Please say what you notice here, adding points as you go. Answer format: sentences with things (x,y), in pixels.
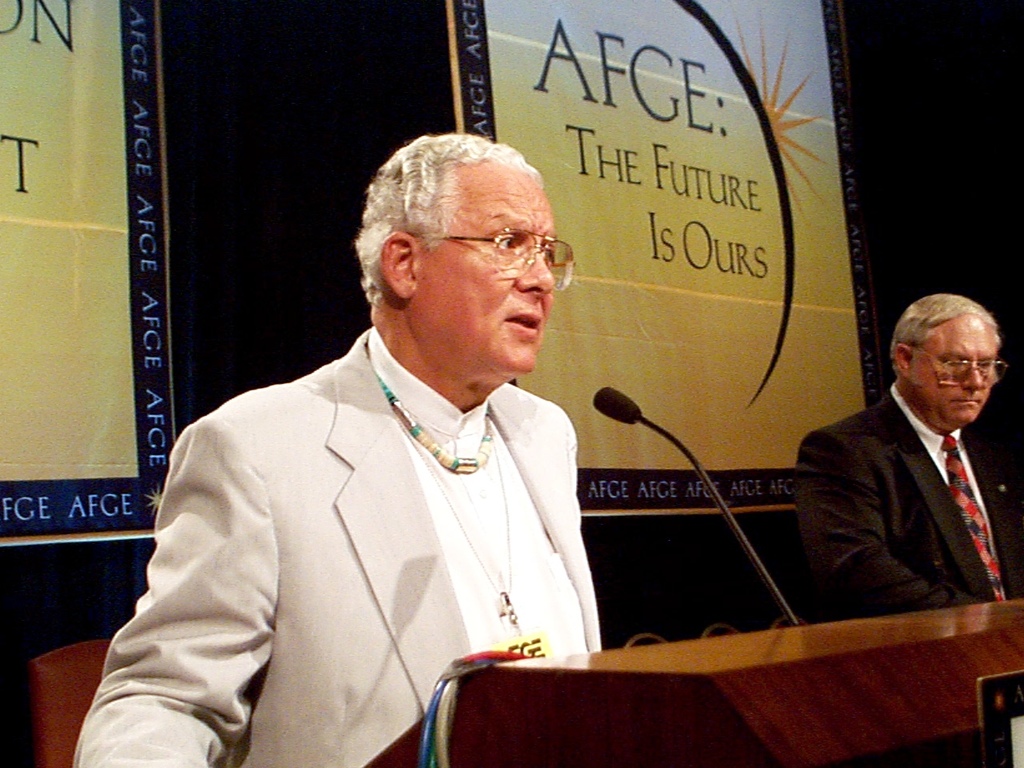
In this image there is a person (377,495) standing on the dais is speaking in front of a mic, beside the person (287,533) there is another person (826,471) standing, behind them there is a poster (159,224).
